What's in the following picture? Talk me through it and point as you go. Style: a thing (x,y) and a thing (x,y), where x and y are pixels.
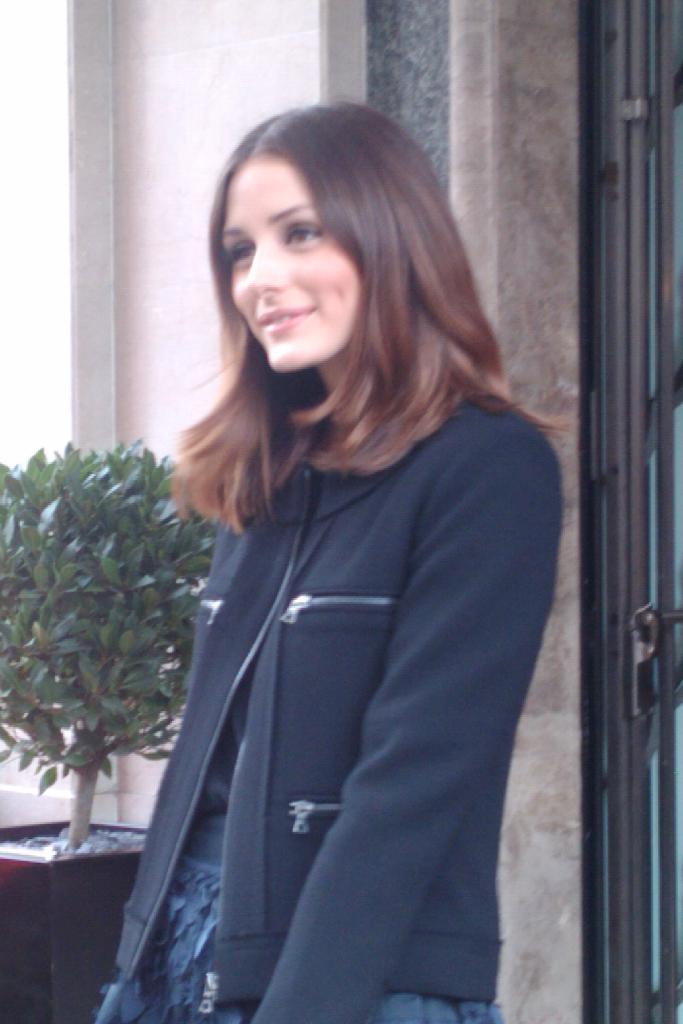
In the center of the image (319,481) there is a woman (290,622). In the background (136,150) we can see house plant (134,682) and wall (159,97).
